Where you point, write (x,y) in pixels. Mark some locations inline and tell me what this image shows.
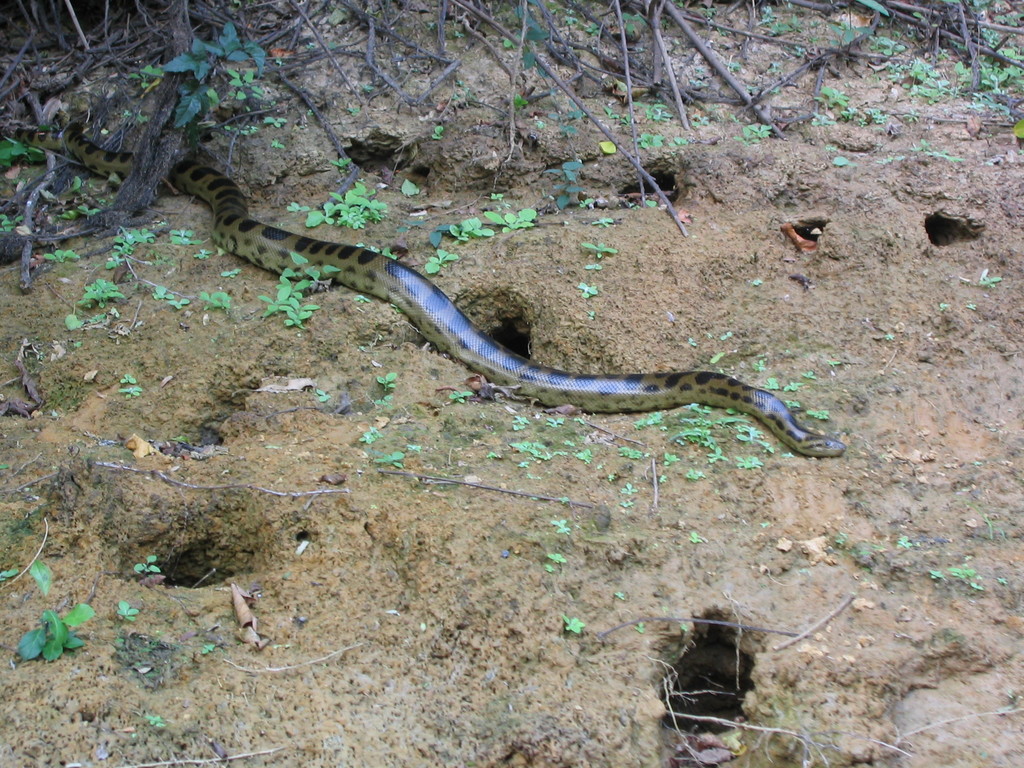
In this picture I can see there is a snake (35,137) and it has scales (371,286) on its body (110,155). There are small plants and holes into the ground (876,85). There are twigs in the backdrop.
